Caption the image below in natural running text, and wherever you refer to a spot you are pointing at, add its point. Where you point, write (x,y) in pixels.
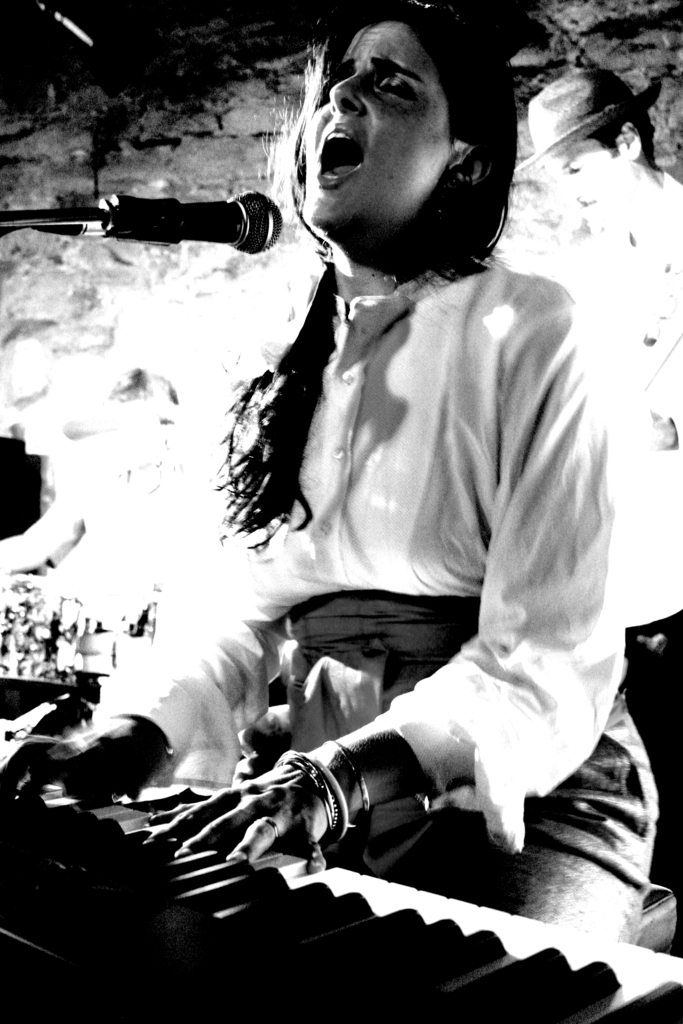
In this image we can see a lady (455,709) sitting on a chair (668,898), playing piano (197,867), she is singing, in front of her there is a mic (97,229), behind her there is a person (625,212), also we can see the wall (221,173), and the image is taken in black and white mode.
